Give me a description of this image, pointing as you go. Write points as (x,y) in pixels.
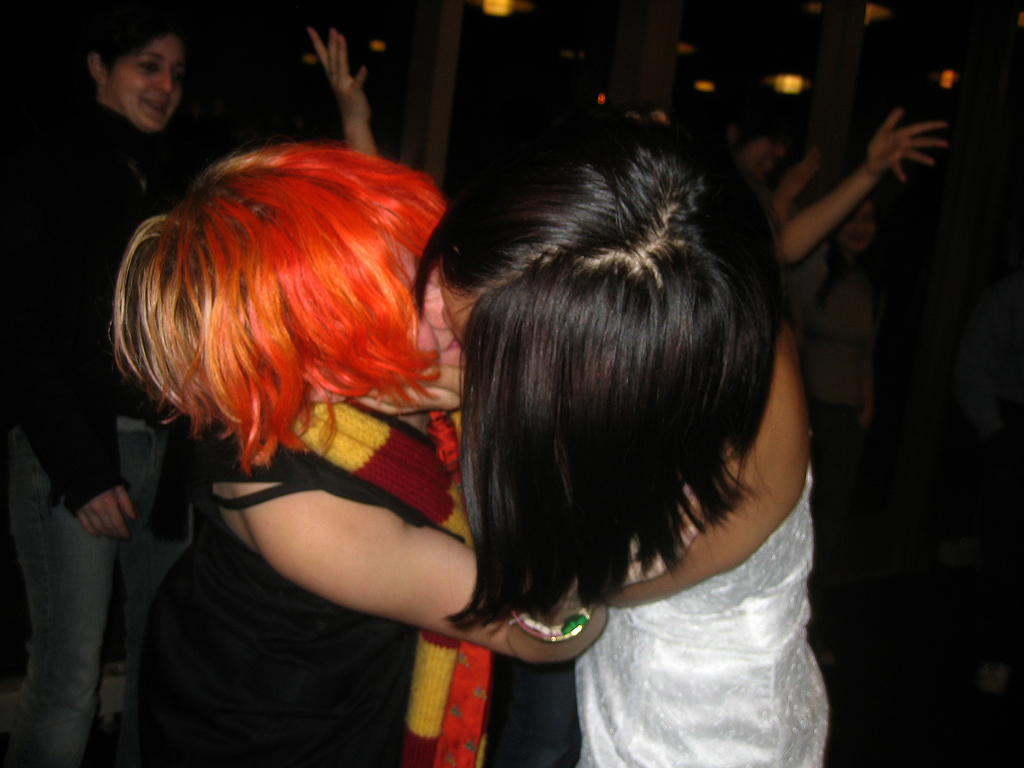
In this picture I can see there are women (675,322) standing and there is a glass window (601,26) in the backdrop (586,64).
